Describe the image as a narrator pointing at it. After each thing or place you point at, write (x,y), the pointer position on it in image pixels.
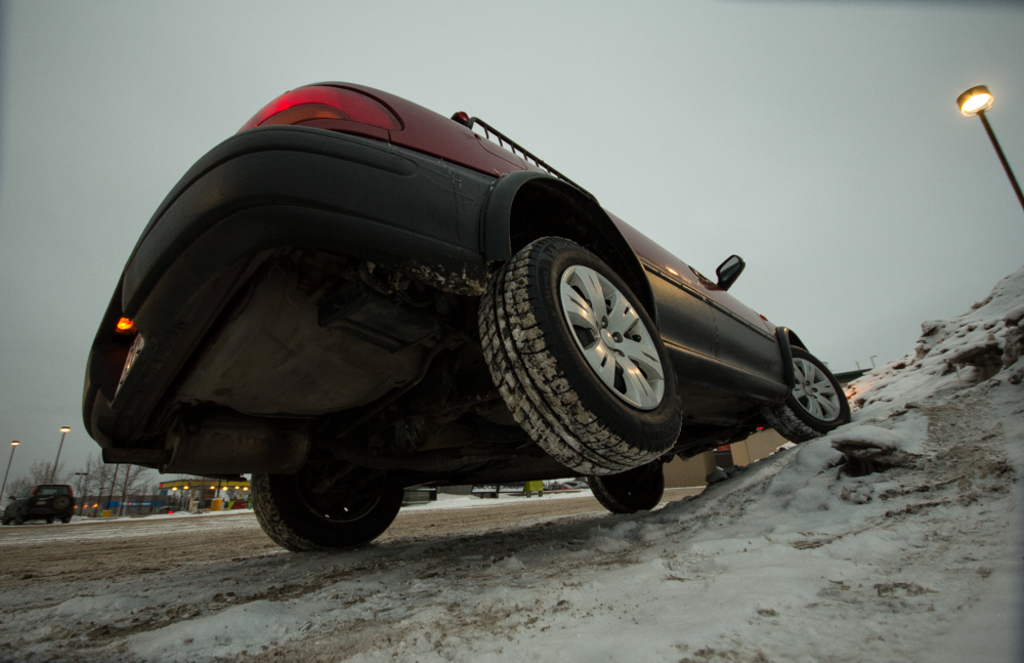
In this pictures I can see buildings (749,454) and couple of cars (520,475) and I can see trees (89,486), pole lights (54,467) and snow (259,581) on the ground (818,439) and I can see a cloudy sky (413,72).
